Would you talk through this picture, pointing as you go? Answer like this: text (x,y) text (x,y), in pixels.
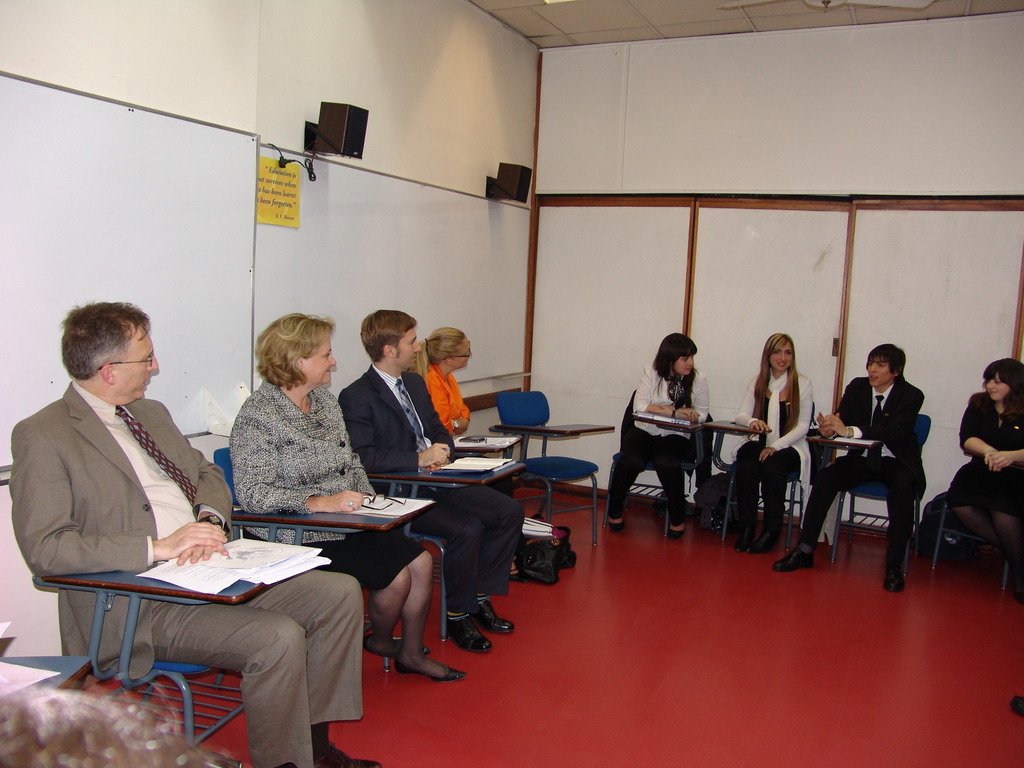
In this image I can see people (899,553) sitting on chairs (915,538). There are paper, bags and walls (444,144).
